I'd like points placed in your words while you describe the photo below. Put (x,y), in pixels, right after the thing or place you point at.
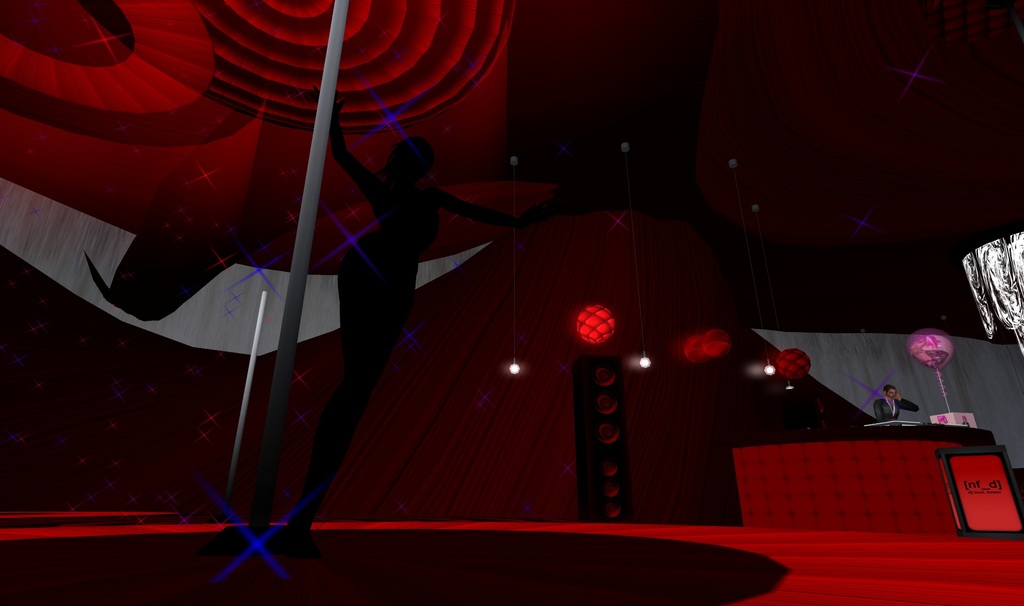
This is an animated image, in this image there is a lady (387,212) standing near a pole (270,518), in the background (565,198) it is red and a few lights (590,339) and objects (578,321) are hanged, in the bottom right (900,435) there is a counter (780,521), behind the counter (939,426) there is a man (887,408) standing.
